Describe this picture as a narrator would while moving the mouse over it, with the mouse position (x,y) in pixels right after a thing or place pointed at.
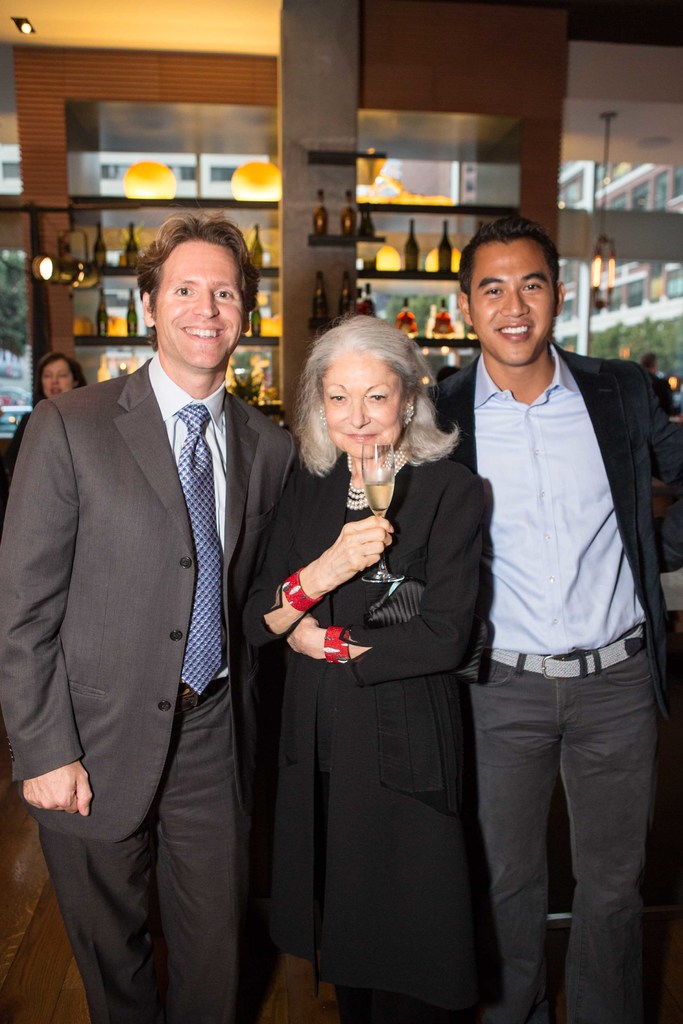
In this picture there are three members (333,629) standing. Two of them were wearing coats (190,577). One of them was a woman (310,663) wearing black color dress (418,515) and holding wine glass (375,579) in her hand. All of them were smiling. In the background (123,262) there is a shelf (123,262) in which some bottles (96,256) were placed.
